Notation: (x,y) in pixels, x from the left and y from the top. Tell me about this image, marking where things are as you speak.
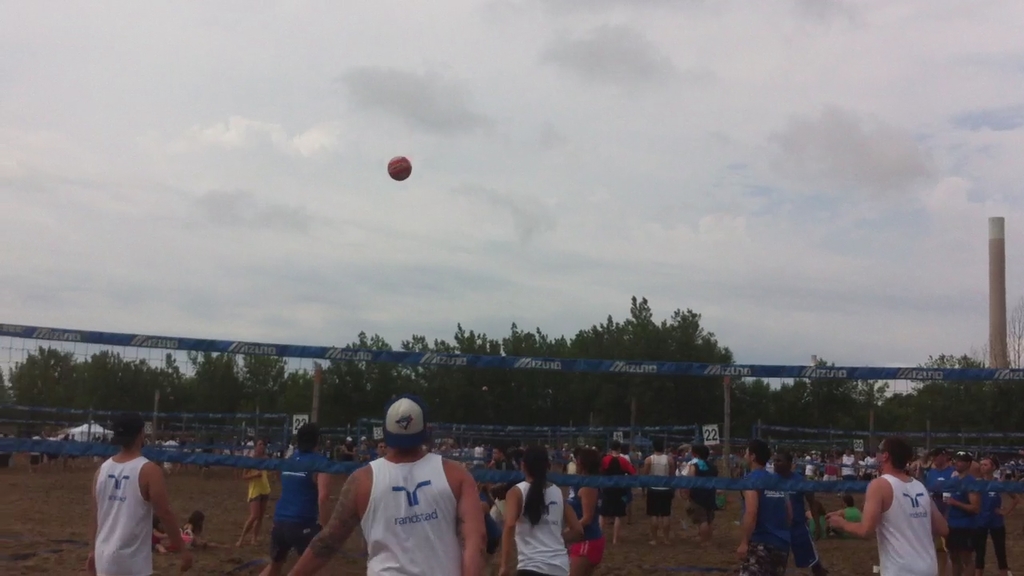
In this image we can see the players (711,473) on the ground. And we can see the net (491,476) and a ball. And we can see the surrounding trees (713,393). And we can see the clouds (633,161) in the sky (481,184).
